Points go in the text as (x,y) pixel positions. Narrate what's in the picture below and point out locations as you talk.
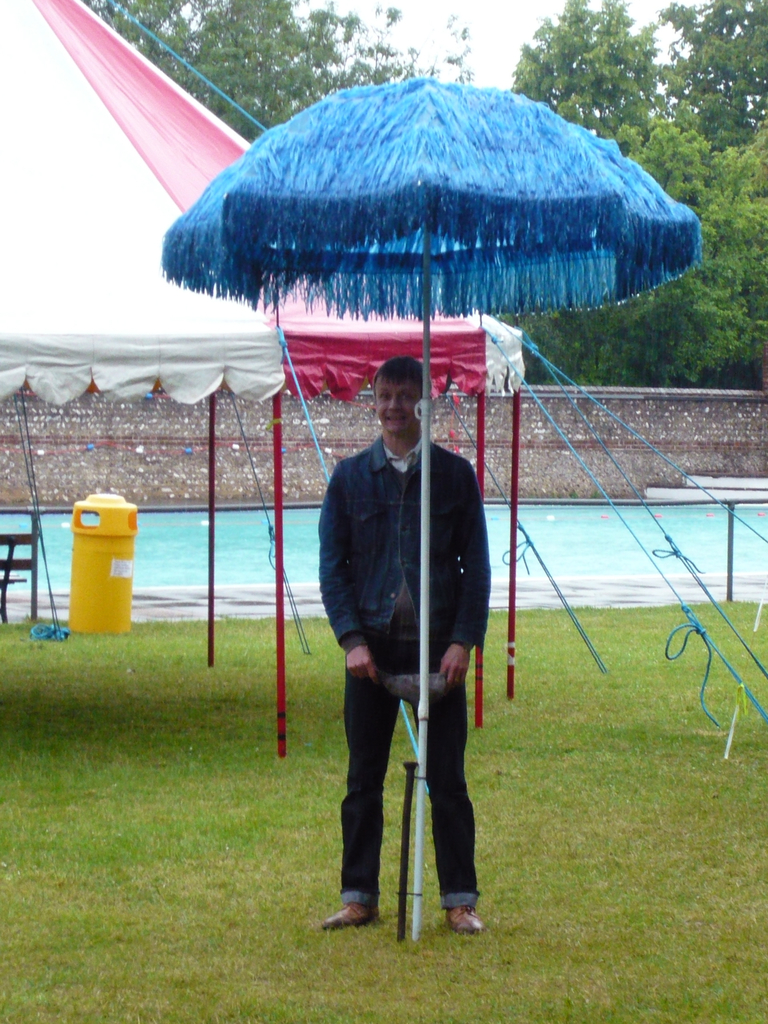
In this picture we can see a person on the ground (277,795), here we can see tents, grass (312,685), wall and some objects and in the background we can see trees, sky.
